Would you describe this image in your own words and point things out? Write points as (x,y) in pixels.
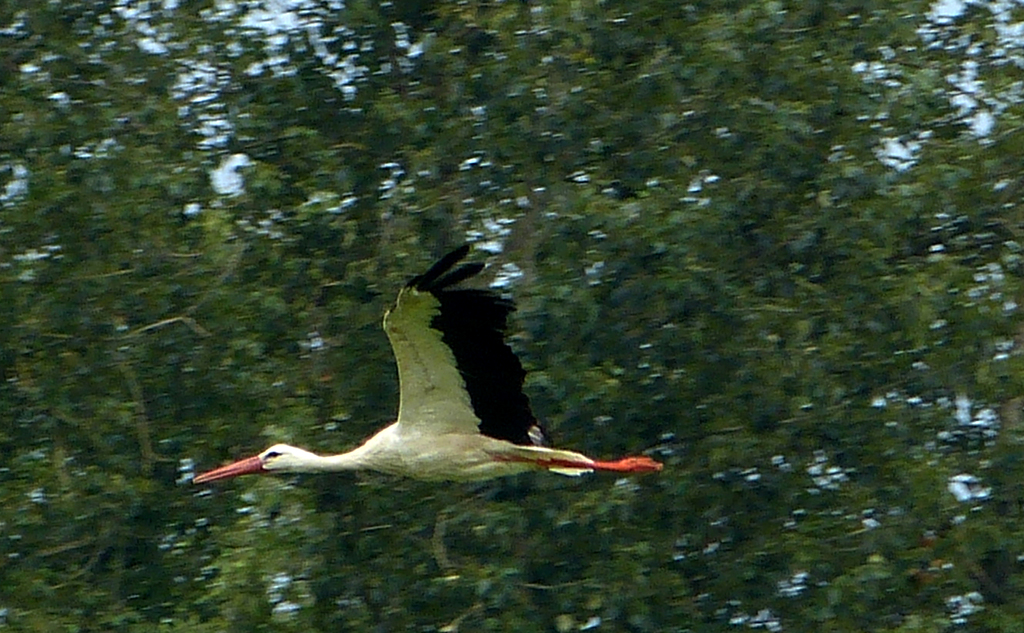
In this image we can see a flying bird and we can also see trees (623,135) and sky (43,254).
